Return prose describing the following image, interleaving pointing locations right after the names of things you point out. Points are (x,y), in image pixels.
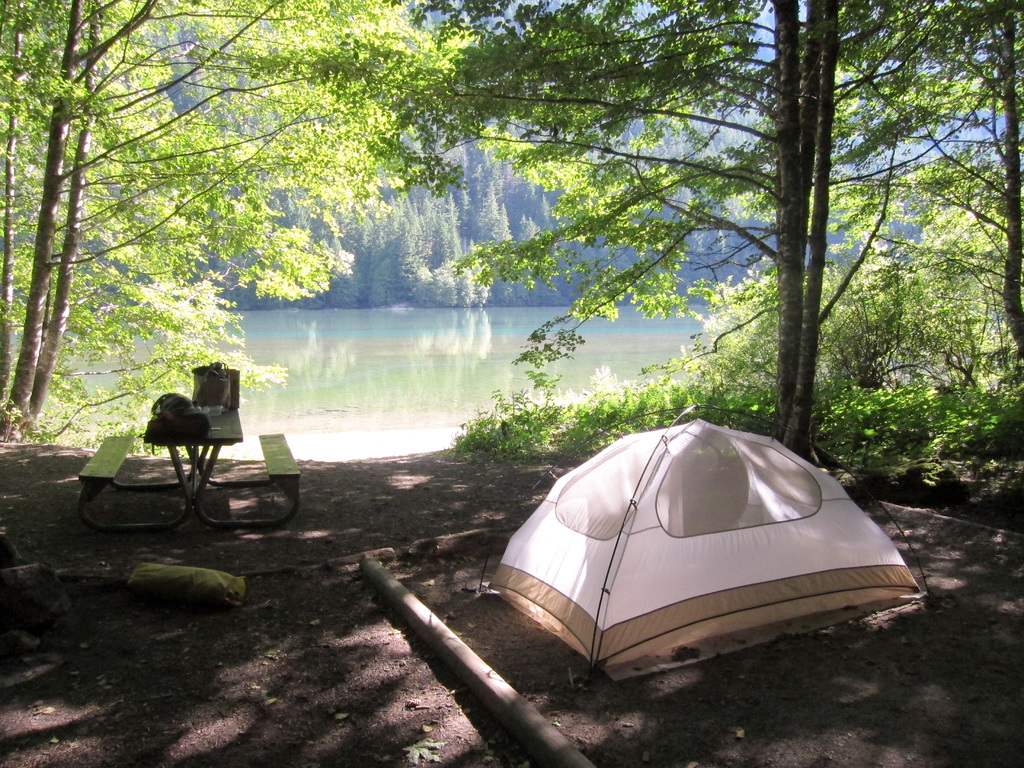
In this picture we can see a tent (671,549), in the background (215,367) we can find trees (699,225), water (459,328) and few things (167,408) on the bench (235,430).
